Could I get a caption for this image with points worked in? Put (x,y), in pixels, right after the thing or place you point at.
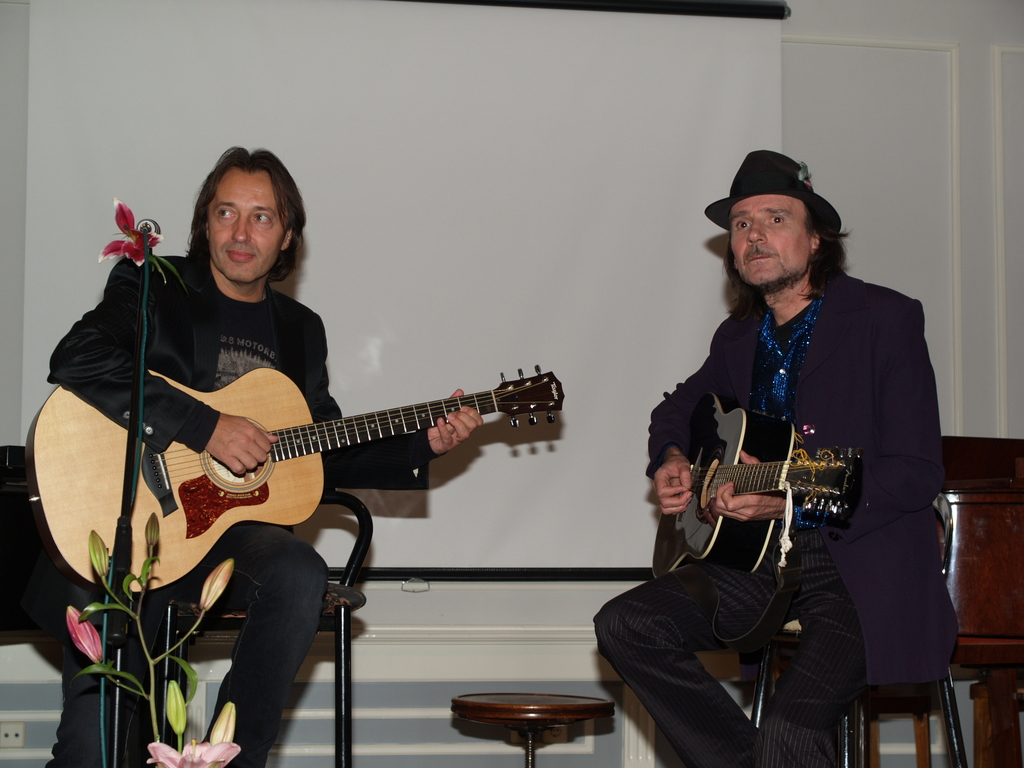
Two persons (801,595) sitting on the chair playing guitar (307,483), here there is white color.
